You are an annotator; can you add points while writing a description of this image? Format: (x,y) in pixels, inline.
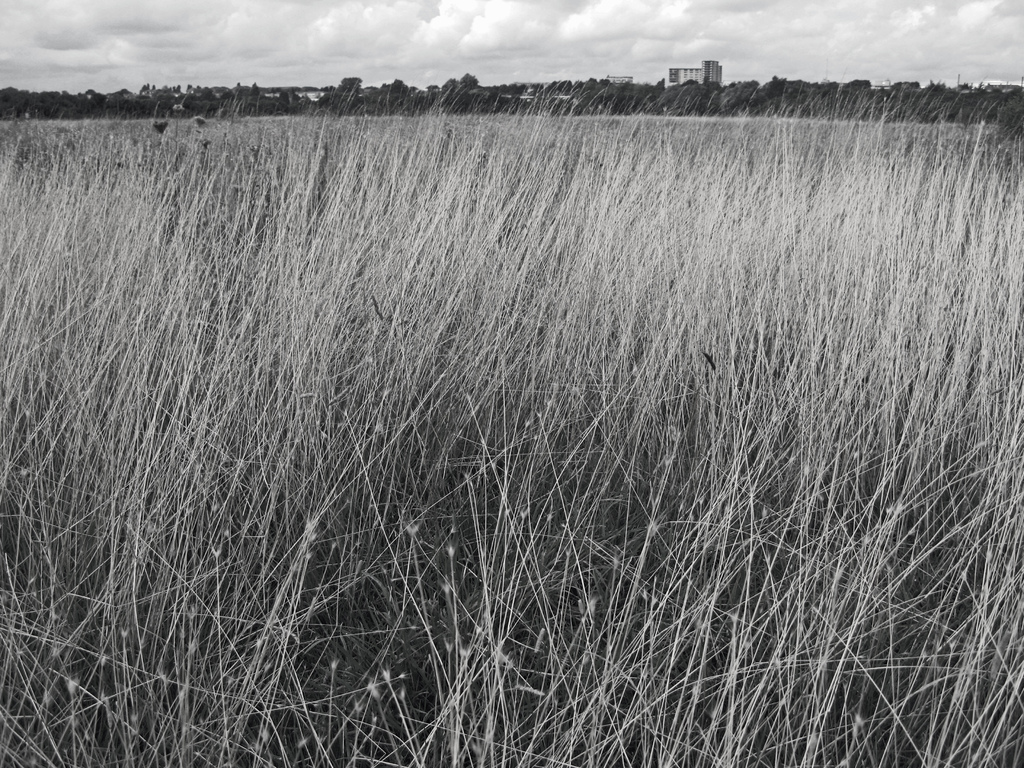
In this image we can see dried grass (411,333), trees (851,85), buildings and we can also see the sky (472,48).
